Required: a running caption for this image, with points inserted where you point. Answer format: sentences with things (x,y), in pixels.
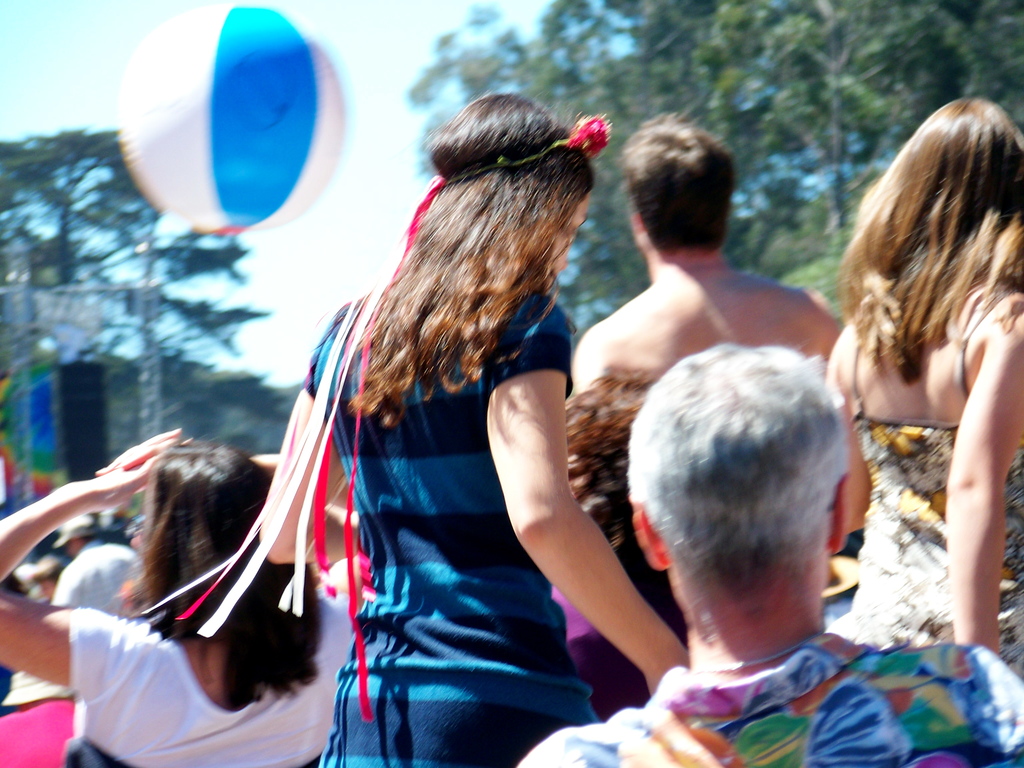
In this picture we can see a group of people (470,625), balloon (250,203), trees (932,22), some objects (147,263) and in the background (335,4) we can see the sky (77,57).
